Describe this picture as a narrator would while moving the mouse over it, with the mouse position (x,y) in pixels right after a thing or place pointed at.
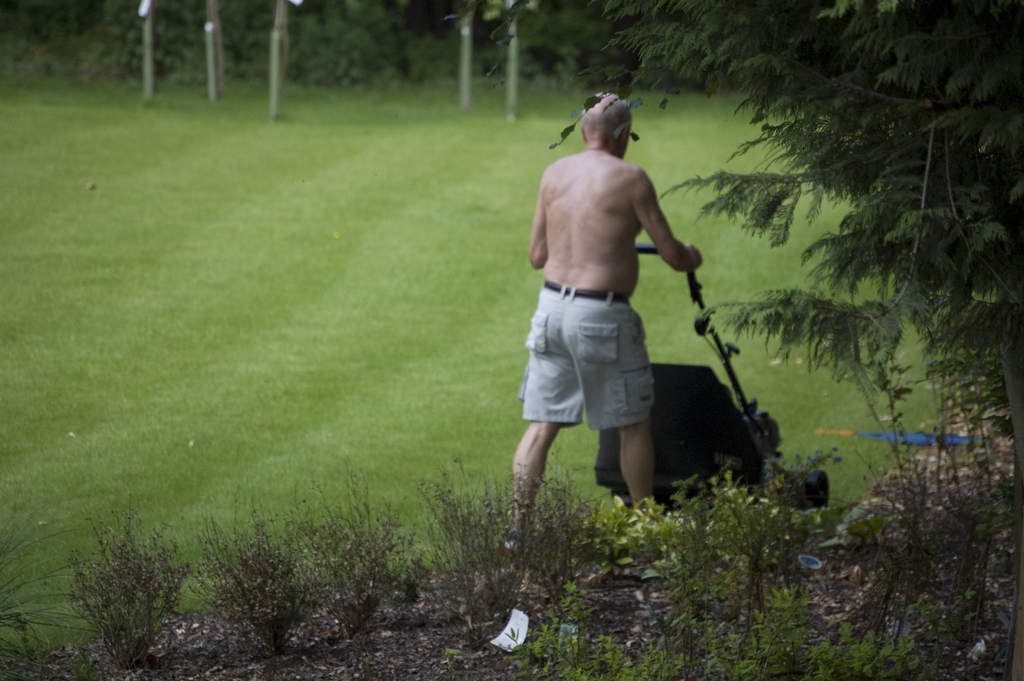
This is the man (621,379) holding a lawn mower (690,413) and walking. Here is the grass (205,331). These are the plants (614,557) and trees (725,63).
